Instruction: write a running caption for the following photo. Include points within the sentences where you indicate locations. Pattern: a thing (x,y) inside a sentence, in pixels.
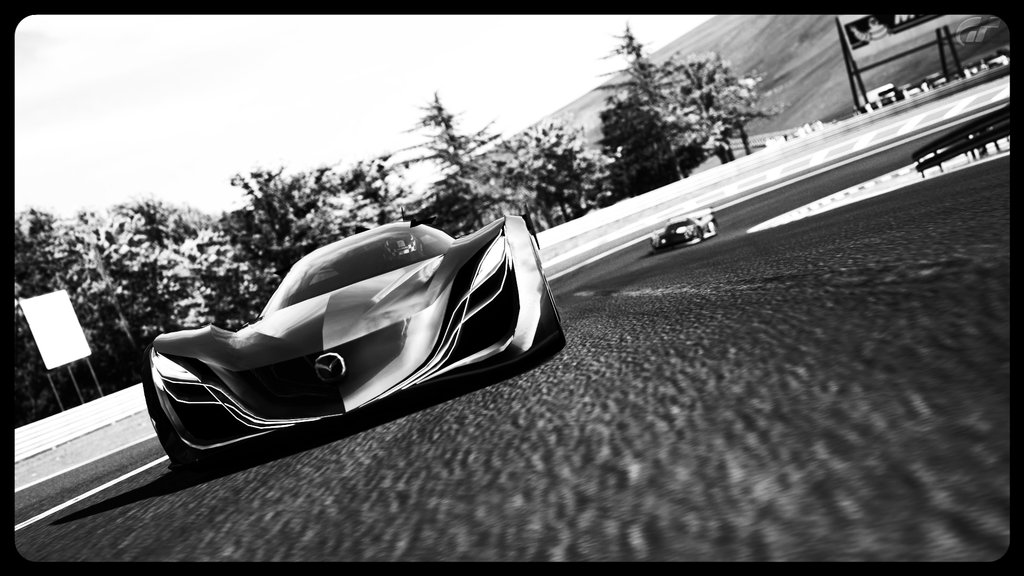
This is a black and white image. In this image, in the middle (345,383), we can see a car (374,381) which is moving on the road (390,428). In the background (52,288), we can see some trees (34,288), hoarding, vehicles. On the top (128,148), we can see a sky (502,128), at the bottom (822,432) there is a road (784,424).
